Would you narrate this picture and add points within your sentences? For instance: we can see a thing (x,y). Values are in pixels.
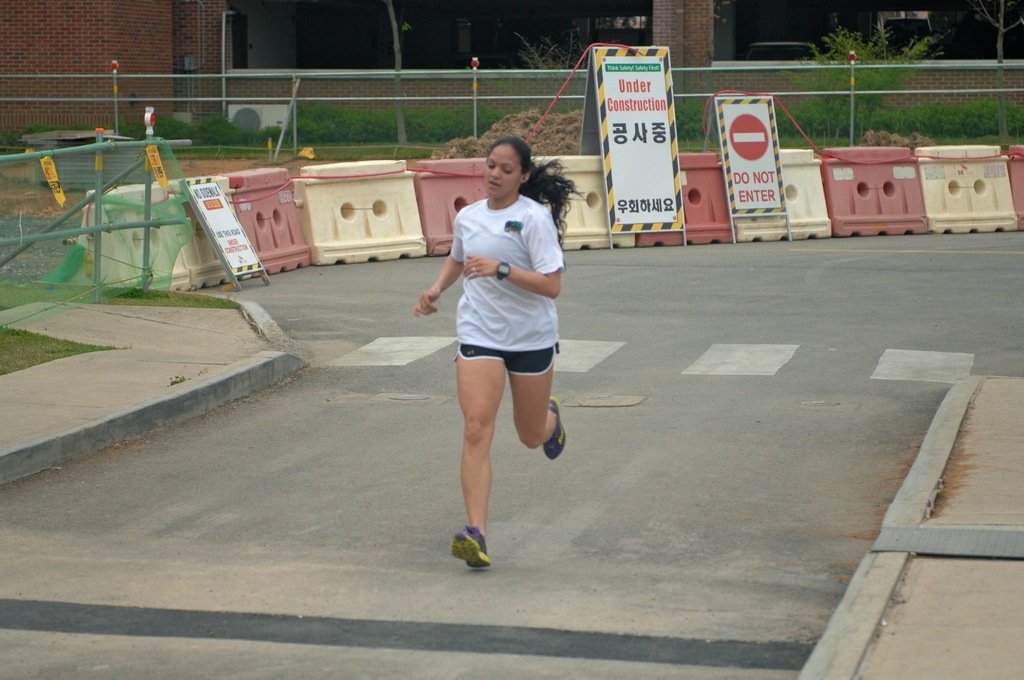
In this picture, we can see a woman (462,318) in the white t shirt (485,309) is running on the path (460,516) and behind the woman (510,356) there are plastic traffic barrier (1008,199), boards (731,156), fence (869,65), plants (697,126) and a building (17,63).
